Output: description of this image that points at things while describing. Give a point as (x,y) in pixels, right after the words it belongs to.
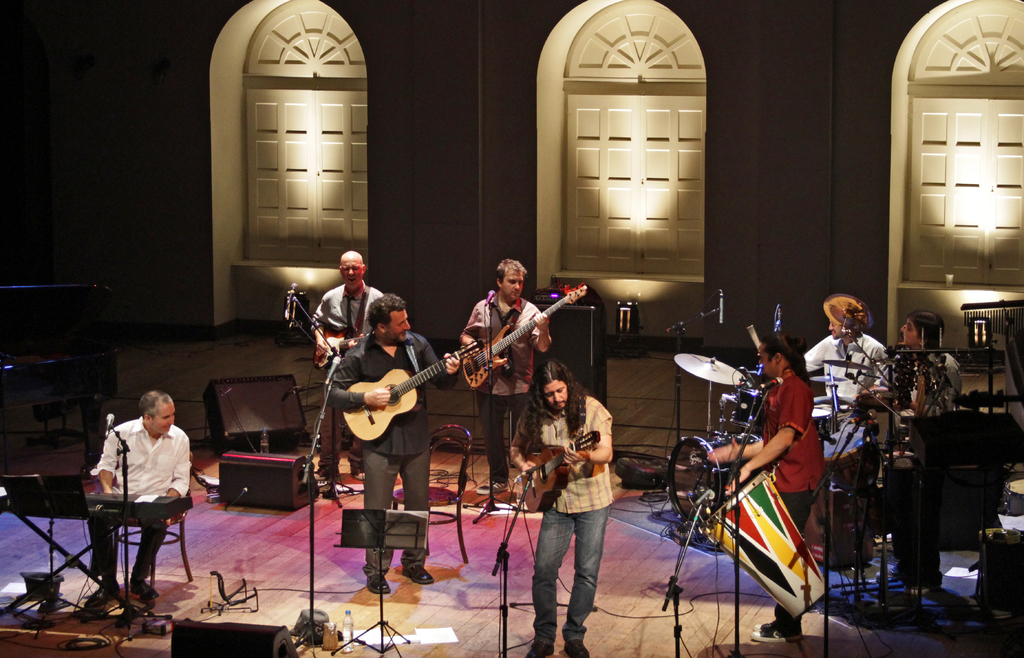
In this image we can see these persons (399,328) are holding a guitar (476,377) in their hands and playing it. This man (169,457) is playing piano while sitting on the chair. These people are playing drums (816,590). In the background (957,168) we can see windows (914,167).
